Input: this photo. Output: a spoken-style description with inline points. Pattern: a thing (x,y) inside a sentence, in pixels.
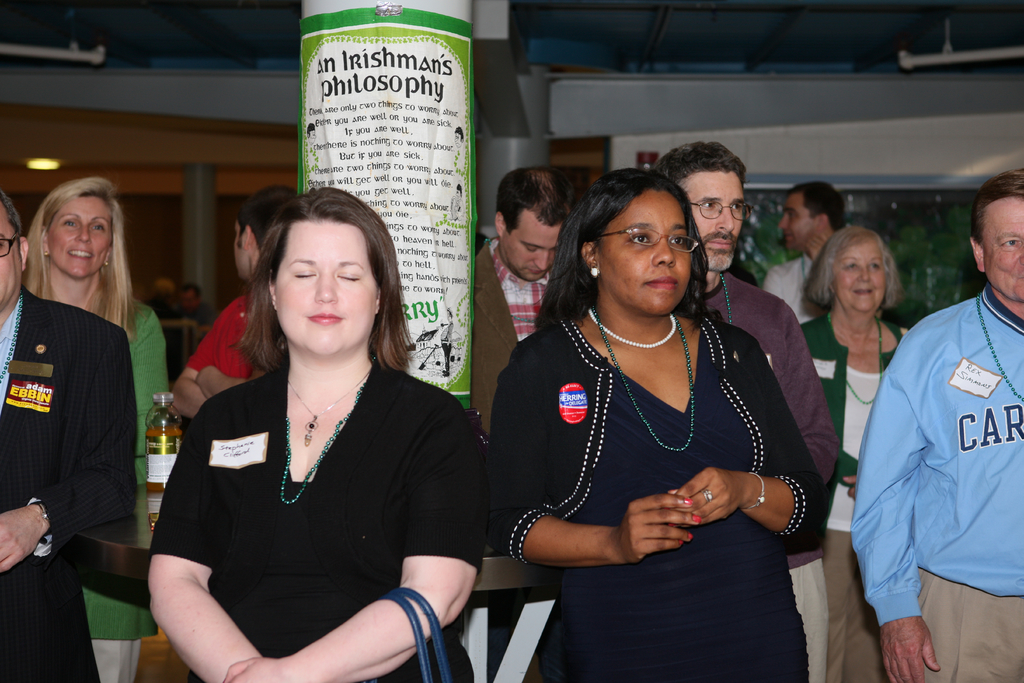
In this picture there is a woman (404,407) who is wearing black dress (367,459), beside her there is another woman (581,245) who is wearing spectacles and black dress (697,530). On the right (962,441) there is a man (1007,427) who is standing near to them. Beside the pillars (201,262) we can see many peoples (5,216) were standing. Behind this woman (346,646) there is a table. On the table (98,557) i can see one bottle (174,437). In the back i can see the window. In the top right corner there is a tube light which is hanging from the roof (882,12).
